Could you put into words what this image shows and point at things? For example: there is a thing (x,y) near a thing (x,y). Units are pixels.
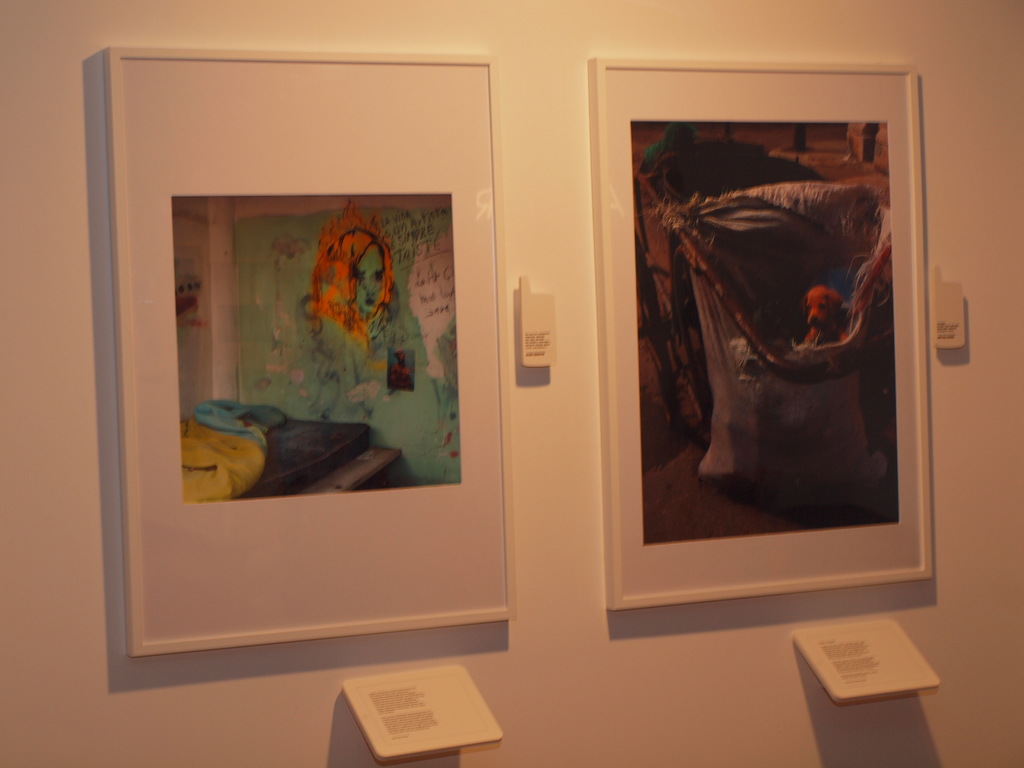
In this image we can see two photo frames (508,614) on the white color wall (61,50). Here we can see the small boards (418,700).
